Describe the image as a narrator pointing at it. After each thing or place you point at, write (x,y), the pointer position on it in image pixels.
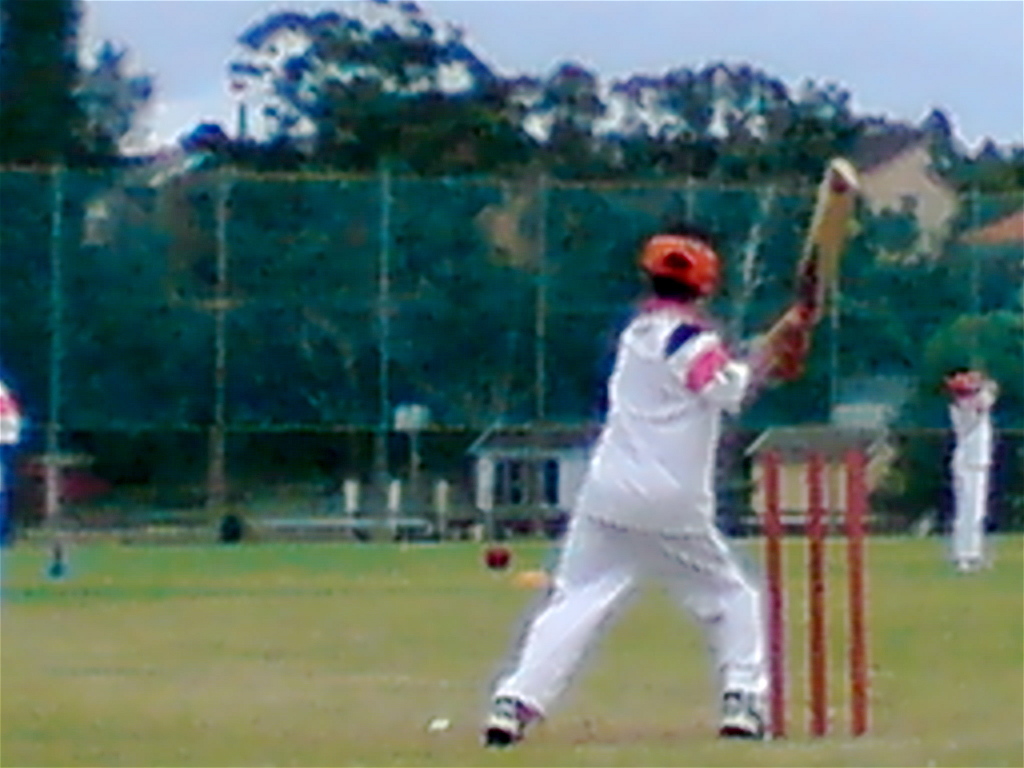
Here a man (654,510) is playing the cricket he wore a white color dress (680,466), this is a net (298,299) in the long back side there are trees (481,200).
